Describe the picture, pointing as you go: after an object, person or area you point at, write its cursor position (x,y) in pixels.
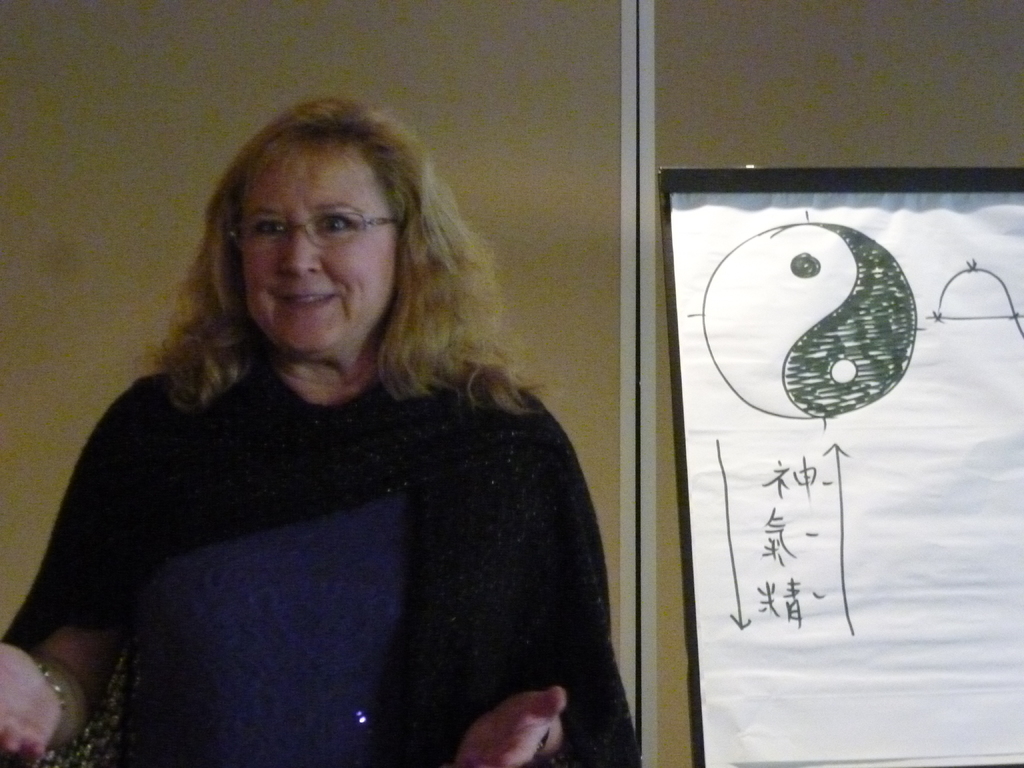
In this picture I can see there is a woman (320,608) standing here and she is smiling and there is a board (870,368) on the right side (861,551) and there is a wall (150,300) in the backdrop (532,149).
